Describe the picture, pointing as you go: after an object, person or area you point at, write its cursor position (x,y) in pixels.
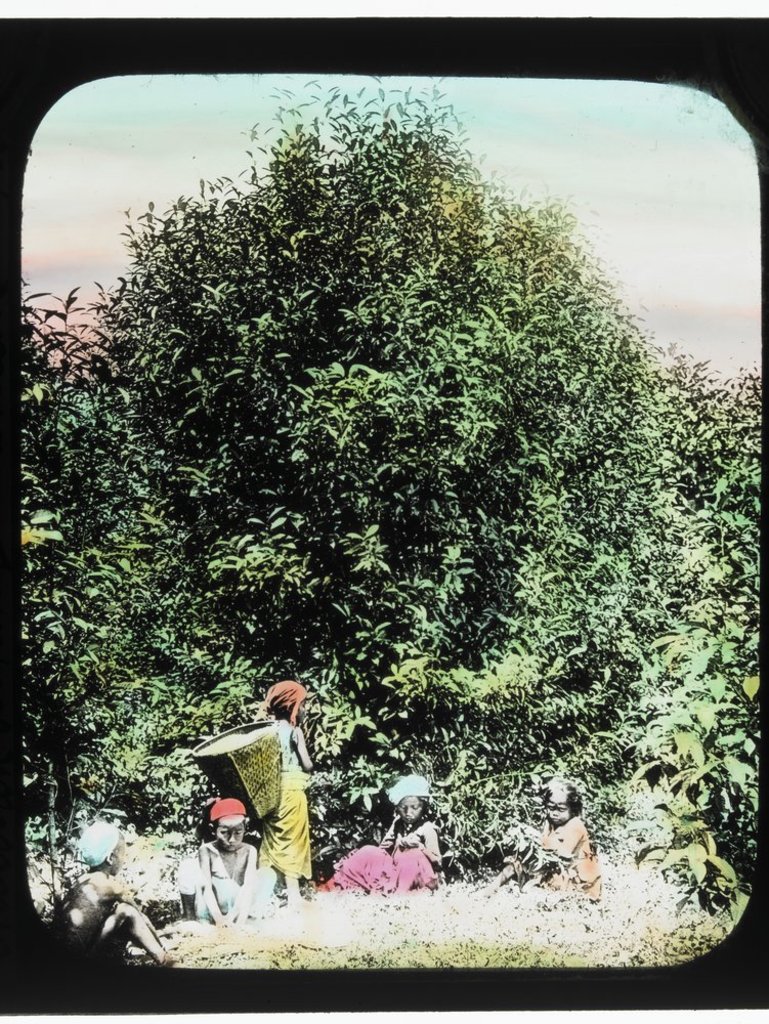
In this image we can see few people (414,873). There is a sky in the image. There are plants (724,589) in the image. There is a tree (526,662) in the image.
